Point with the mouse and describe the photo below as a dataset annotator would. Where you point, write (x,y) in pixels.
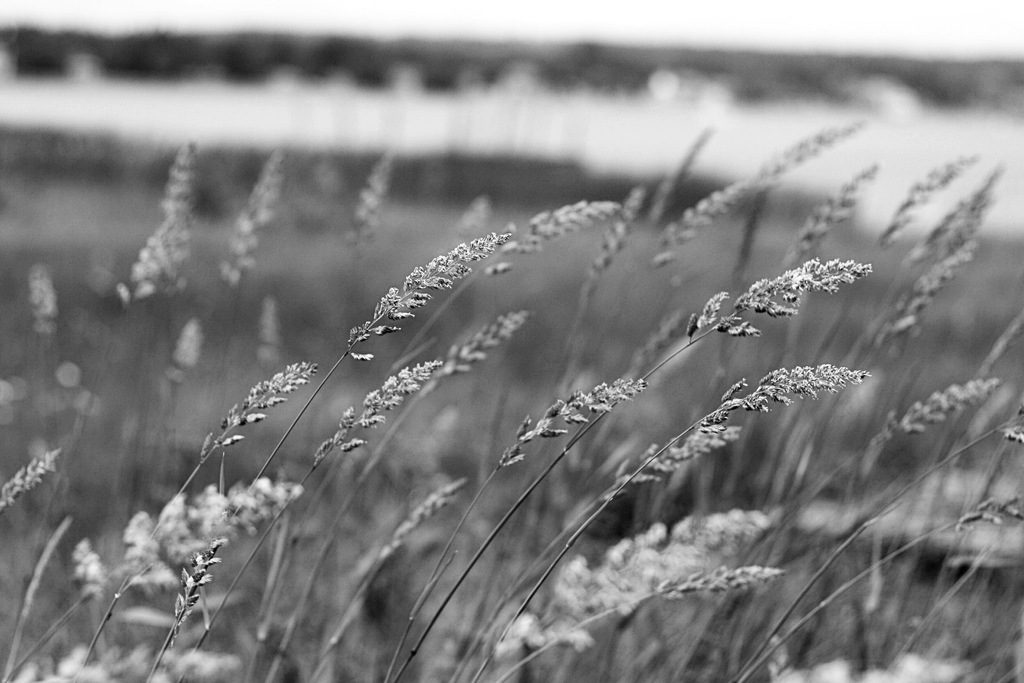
This is a black and white image. We can see some plants (270,386) and the blurred background (390,44).
